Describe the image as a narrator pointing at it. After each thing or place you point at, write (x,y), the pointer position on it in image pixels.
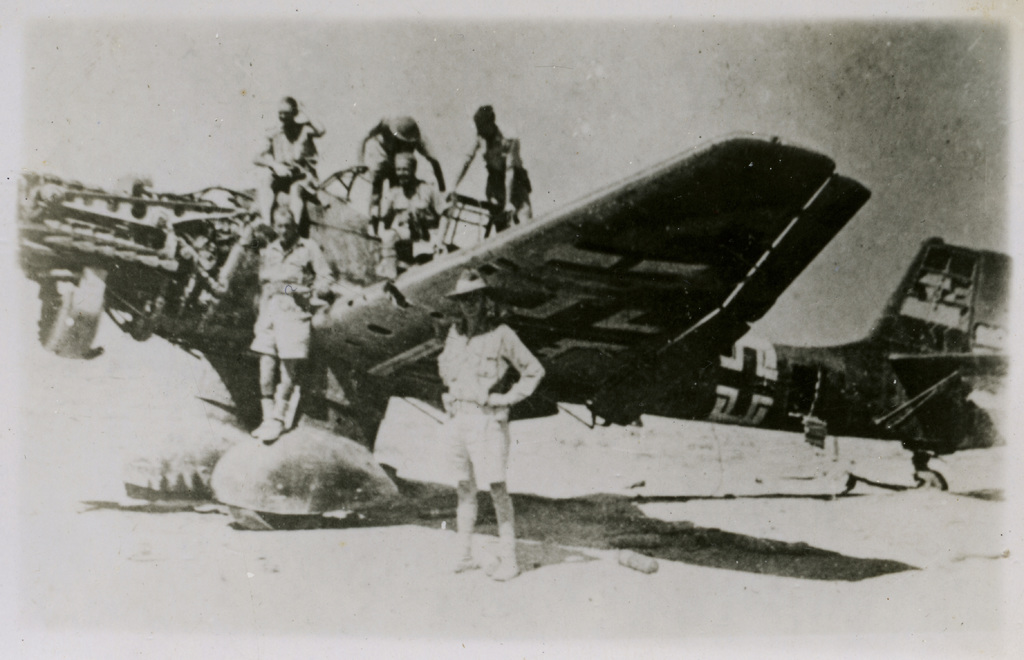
In this image I can see an aircraft (338,309). I can see few people (324,271) on an aircraft (338,231). I can see one more person (447,409) standing to the side. And this is an old image.
